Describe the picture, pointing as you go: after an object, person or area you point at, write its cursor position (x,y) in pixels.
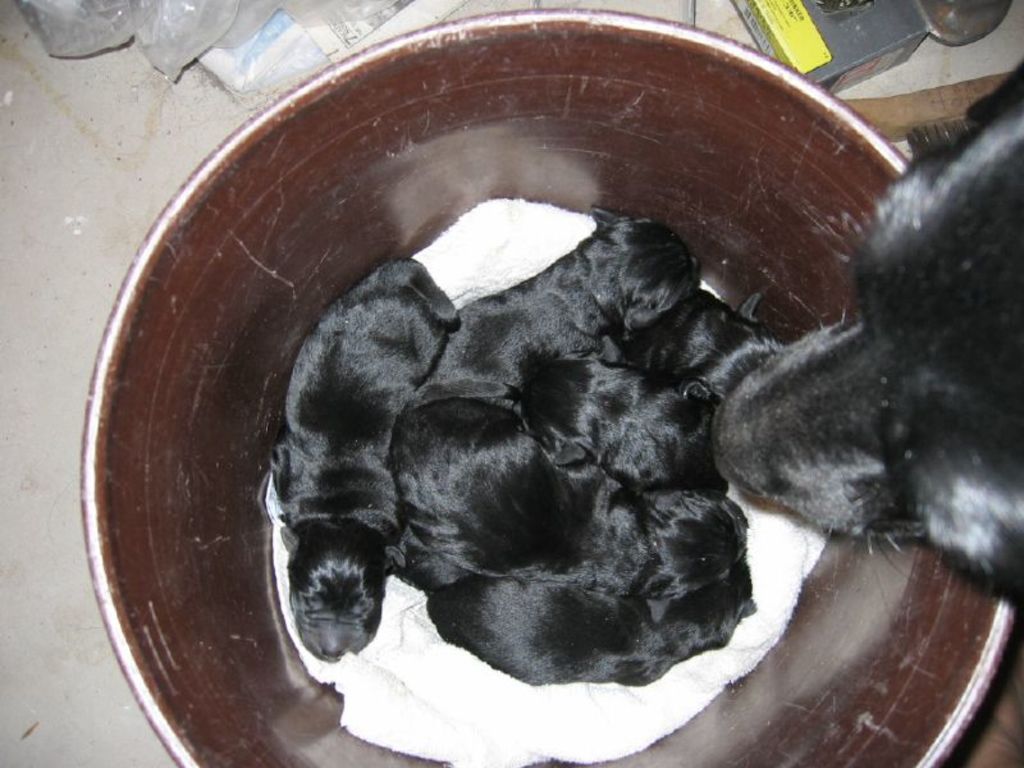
In the picture I can see a steel bucket (681,109) on the floor (27,352). I can see a white towel (675,680) in the bucket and I can see the dog babies (450,390) in the bucket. I can see the head (894,316) of a dog (1007,307) on the right side (962,444). I can see a small stock box (874,70) on the top right side (845,24). I can see the plastic covers (172,50) on the top left side of the picture (177,31).
